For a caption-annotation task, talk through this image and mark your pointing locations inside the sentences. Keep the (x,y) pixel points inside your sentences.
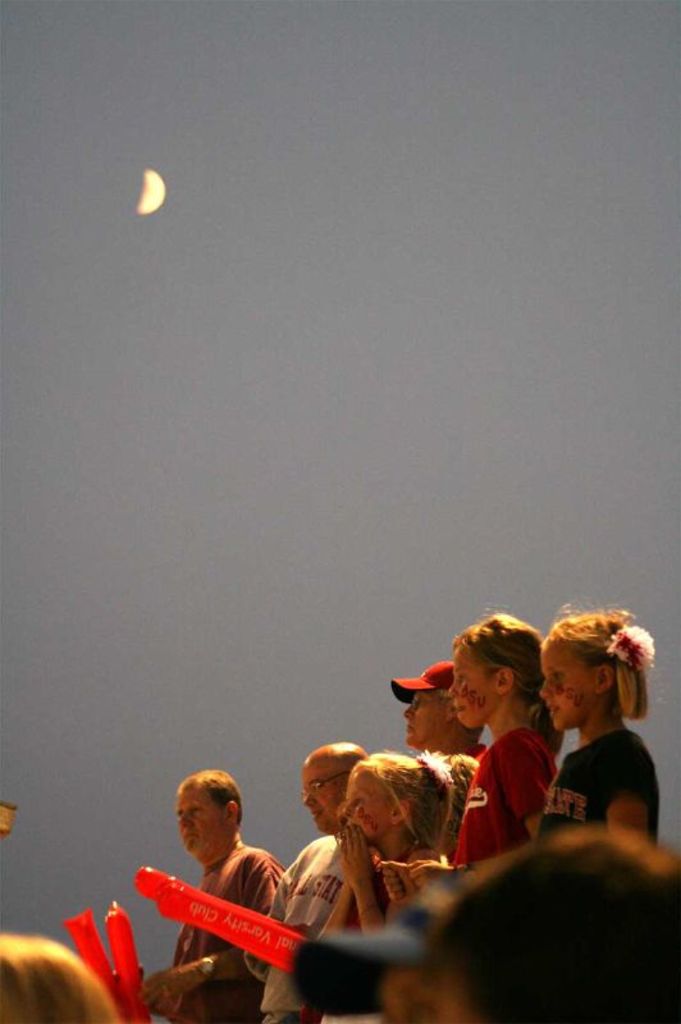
At the bottom of the image (330,949) there are few people (490,883) facing towards the left side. Few people (65,975) are holding red color objects (230,932). At the top of the image (153,196) I can see the moon (157,193) in the sky (233,339).
